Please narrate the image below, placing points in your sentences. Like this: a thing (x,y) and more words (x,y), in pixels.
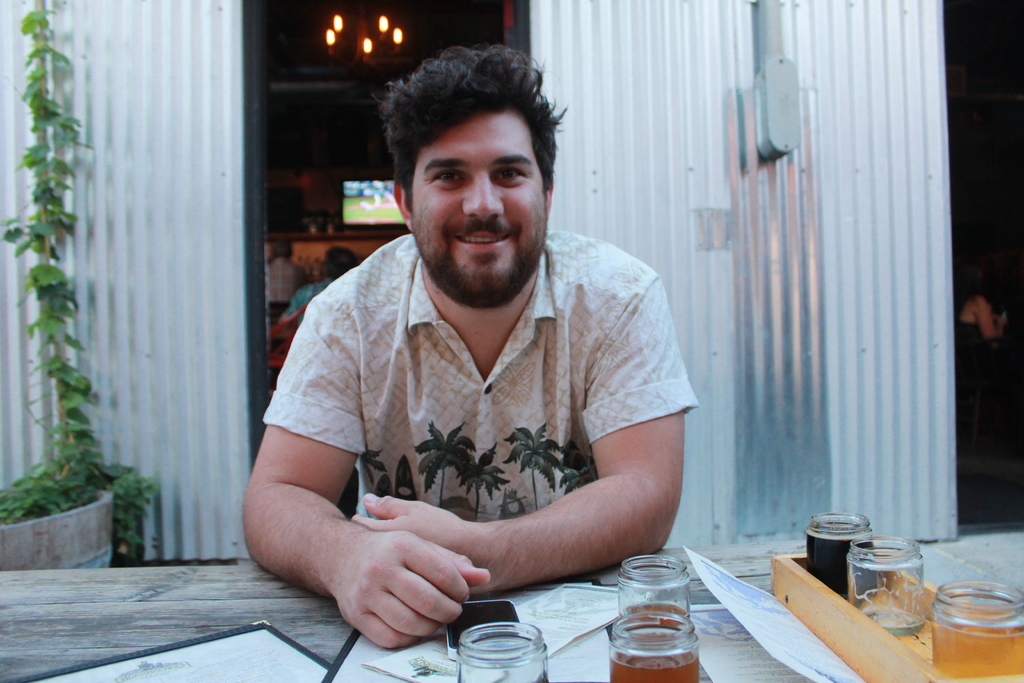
In this image i can see a man (483,475) is sitting on a chair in front of a table (347,633). On the table (821,633) we have few objects (732,642) on it.
